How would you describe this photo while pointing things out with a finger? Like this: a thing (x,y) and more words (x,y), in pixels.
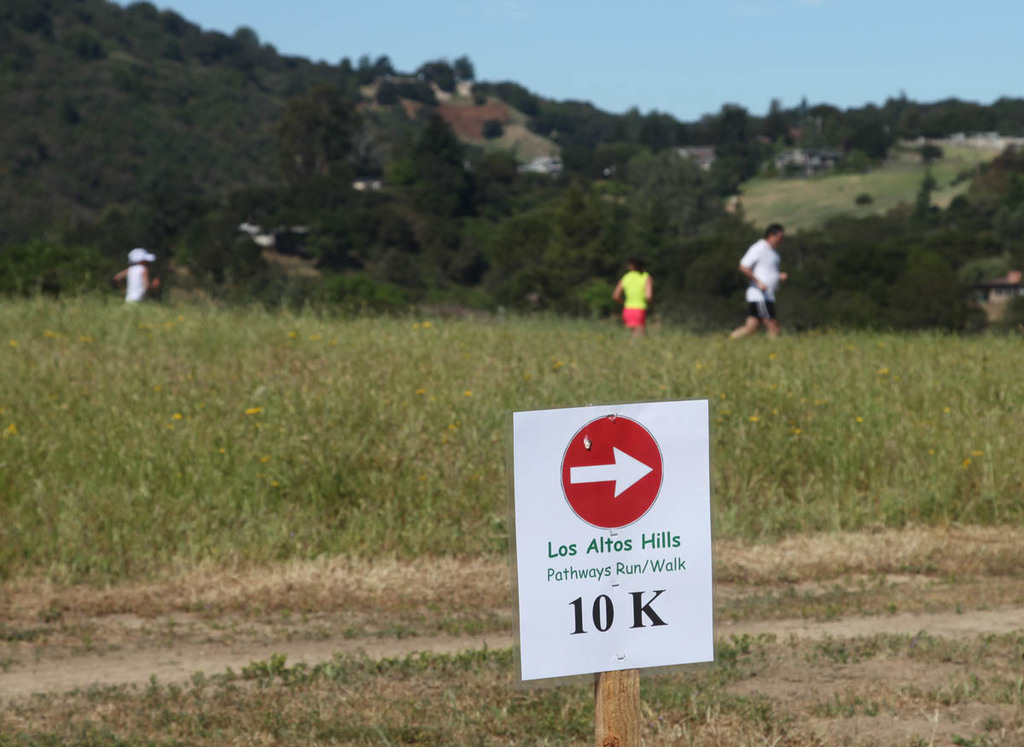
In the image we can see there is a hoarding (645,548) kept on the wooden stick (627,697) and its written ¨10 k¨ on it. There are plants (152,576) on the ground (208,571) and there are people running on the ground (612,329). Behind there are trees (572,146) and there is clear sky (587,55) on the top (618,61).
